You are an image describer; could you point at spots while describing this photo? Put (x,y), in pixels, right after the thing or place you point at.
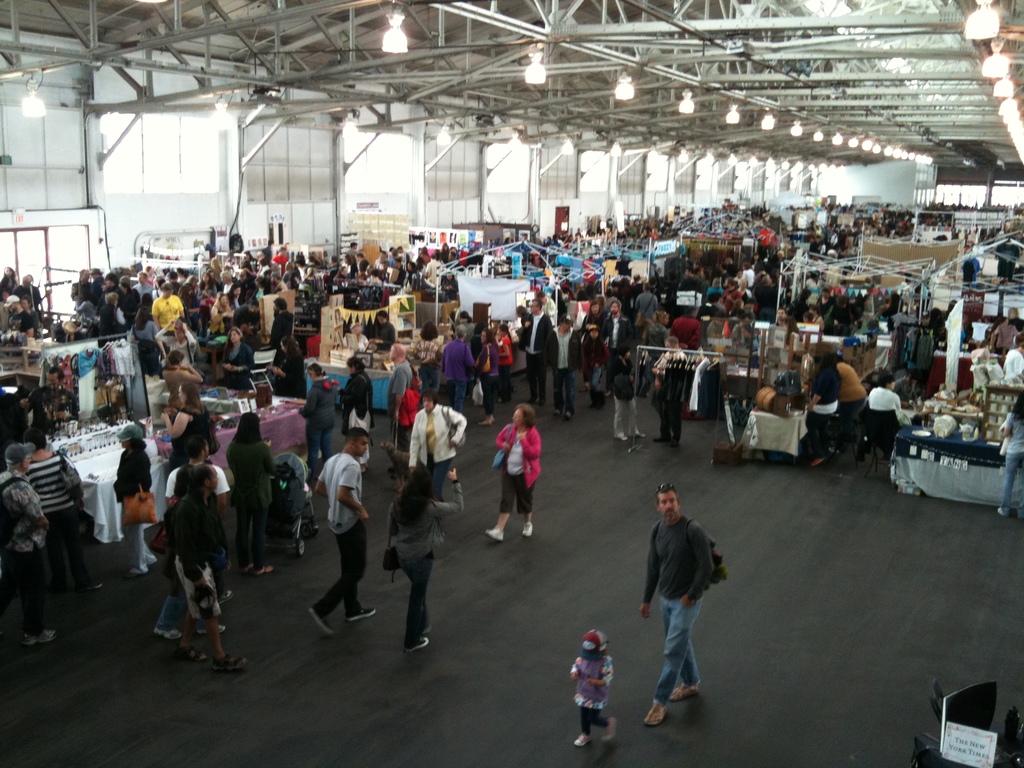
In this image I can see number of persons (322,404) standing on the black colored floor (557,554) and I can see few tables (258,415) and few clothes (270,420) and few other objects (949,423) on the tables (913,463). I can see the wall (317,184), few metal rods (334,86), few lights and the ceiling (787,80).
